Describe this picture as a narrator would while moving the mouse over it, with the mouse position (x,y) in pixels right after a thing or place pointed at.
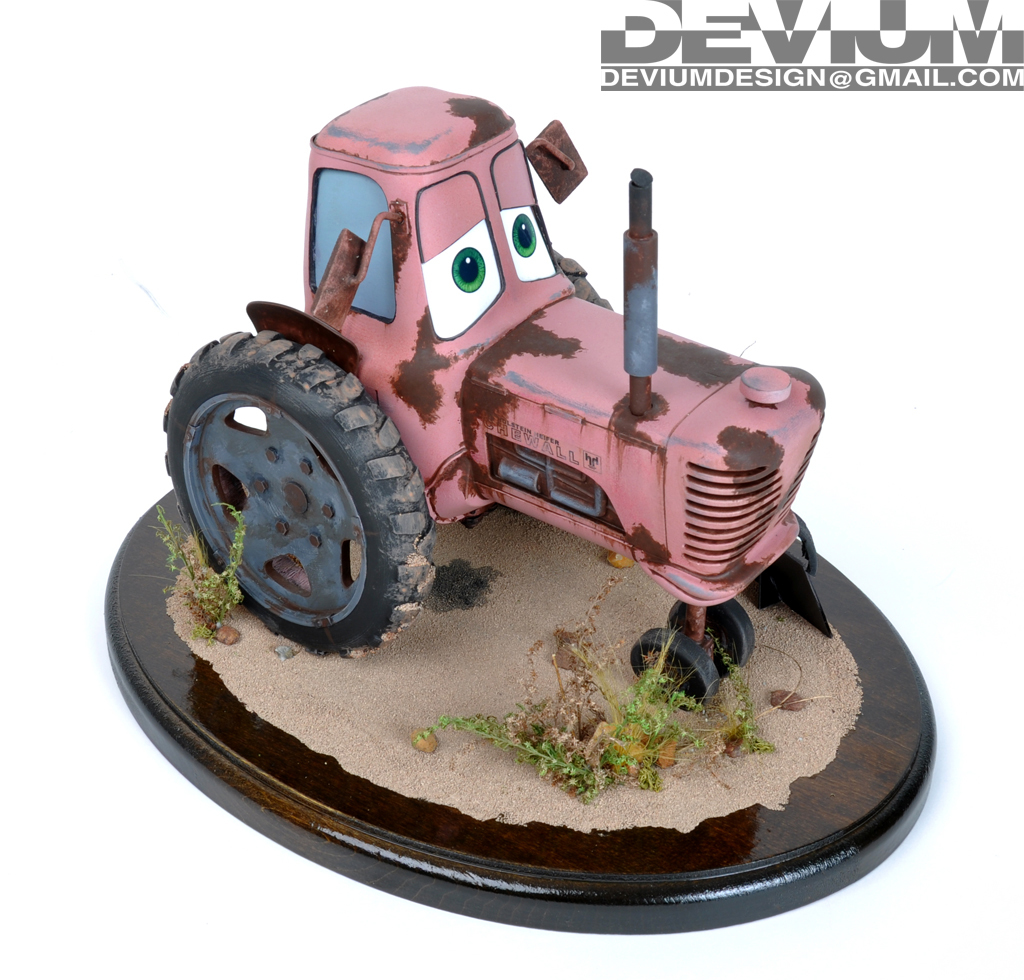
In this picture I can see the brown color surface (142,518) on which there is sand (501,646) and few plants (665,698) and I see a toy tractor (417,315). On the top right of this image (803,62) I see the watermark (837,42).
